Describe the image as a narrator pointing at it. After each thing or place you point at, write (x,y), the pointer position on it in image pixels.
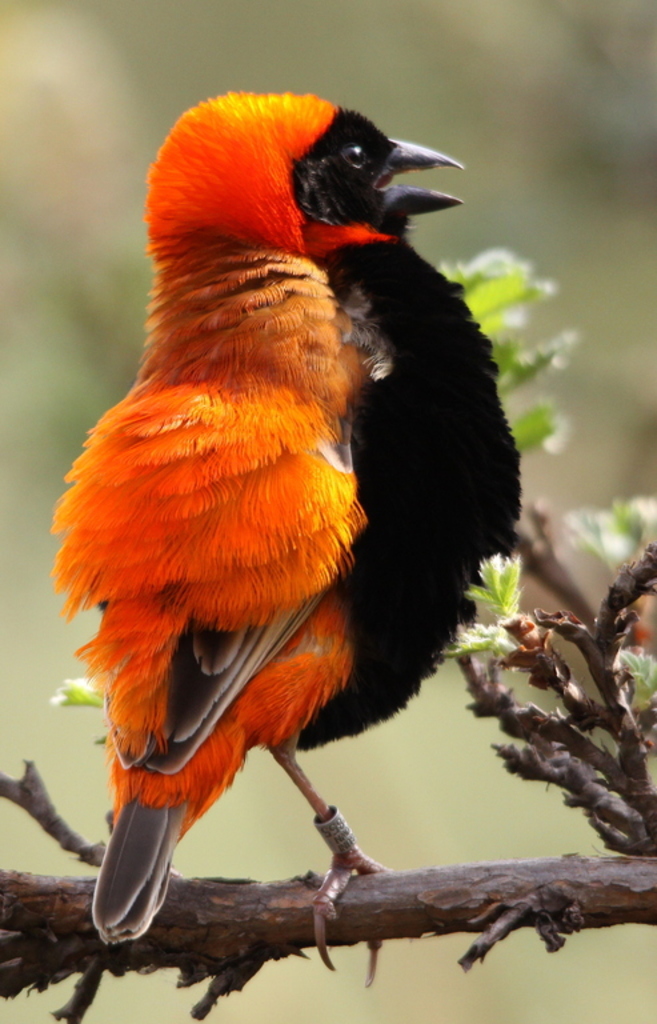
There is a bird (294,768) on a stem (15,782) in the foreground area of the image (419,507).
